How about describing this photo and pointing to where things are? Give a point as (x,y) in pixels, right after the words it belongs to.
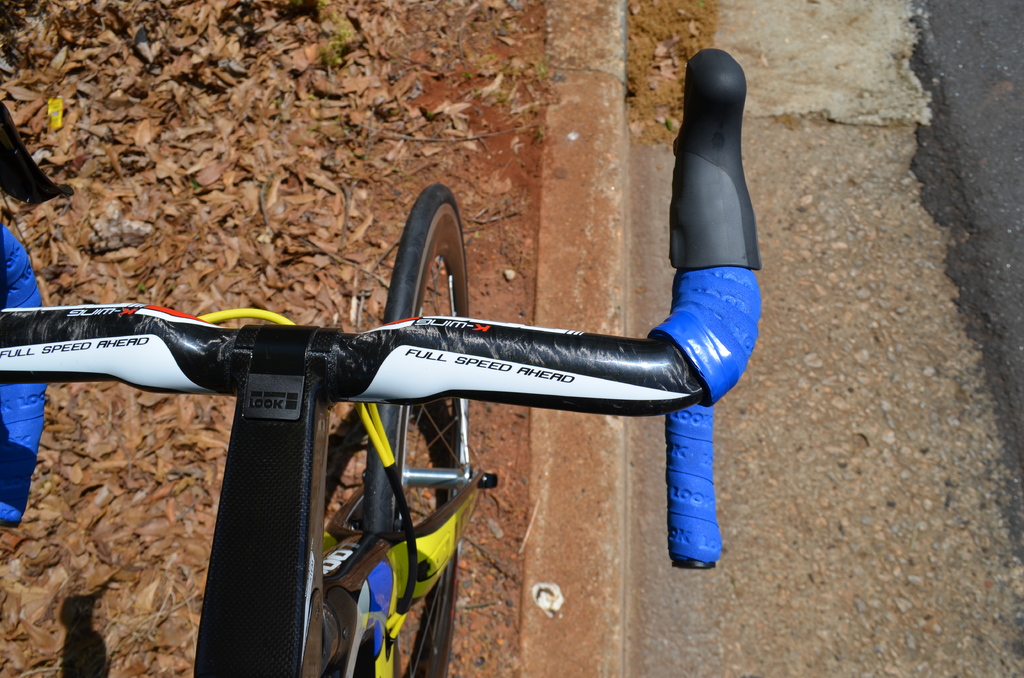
In this picture we can see a bicycle handle (423,386) and on the path (554,574) there is a bicycle wheel (438,483) and some dry leaves (198,146).
